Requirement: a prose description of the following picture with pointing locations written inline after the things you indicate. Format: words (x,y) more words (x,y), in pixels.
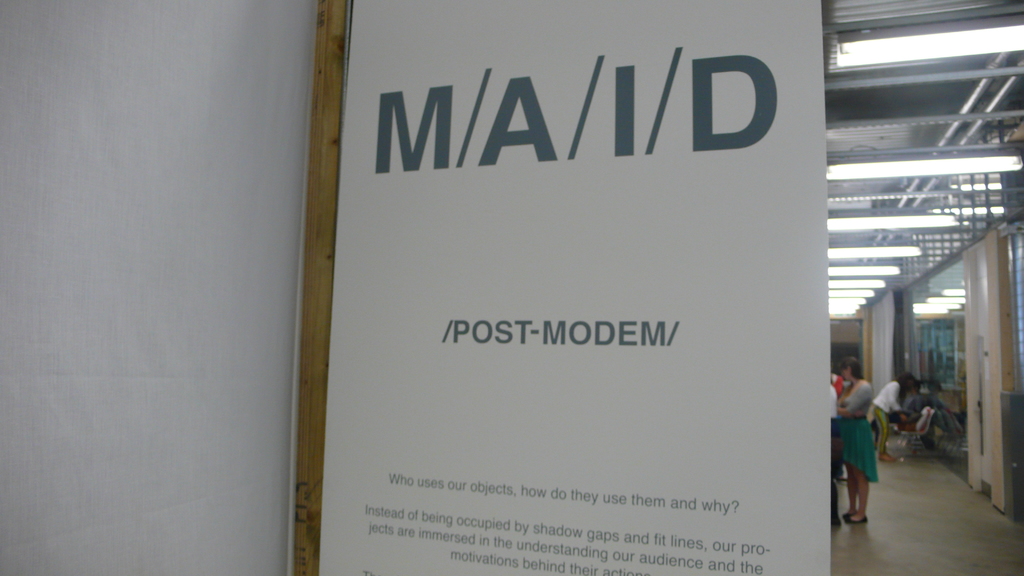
In front of the picture, we see a white color board (609,350) or a banner (642,330) with some text (491,524) written on it. Behind that, we see people (848,399) standing. On the right side (924,364), we see glass doors (934,346) and curtains (884,345) in white color. At the top of the picture (915,116), we see the lights (842,250) and the ceiling (892,126) of the room (887,28). On the left side (132,274), we see a white wall (85,397).
